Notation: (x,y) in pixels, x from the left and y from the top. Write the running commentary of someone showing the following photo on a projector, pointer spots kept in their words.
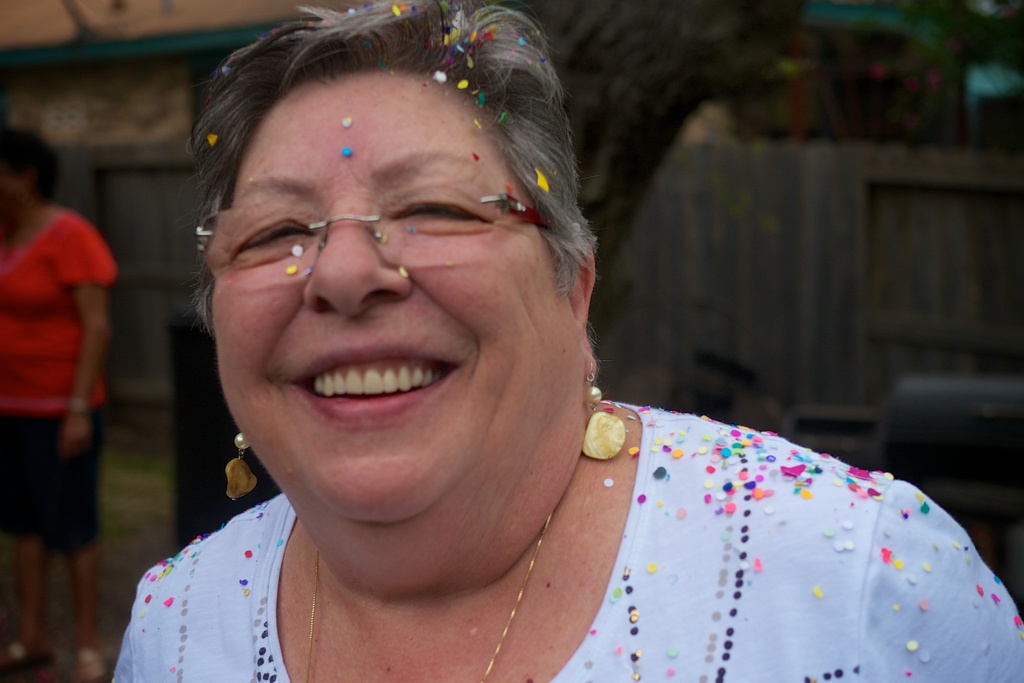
In this image we can see a woman (353,421) with some small papers (694,454) on her. On the backside (129,272) we can see a wooden fence (672,262) and a person (99,377) standing.
